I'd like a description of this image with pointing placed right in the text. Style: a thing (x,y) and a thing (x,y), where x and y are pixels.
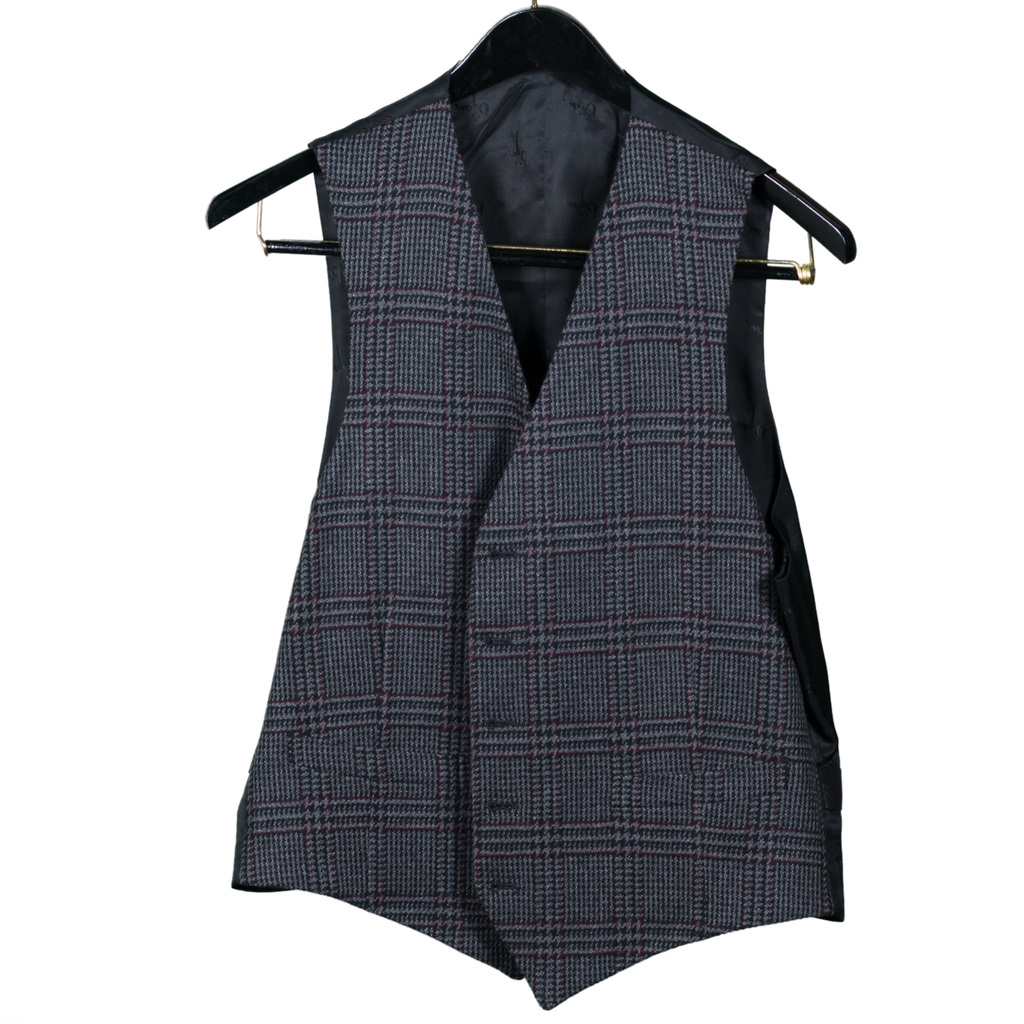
In this image I can see a jacket (573,580) to a hanger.
